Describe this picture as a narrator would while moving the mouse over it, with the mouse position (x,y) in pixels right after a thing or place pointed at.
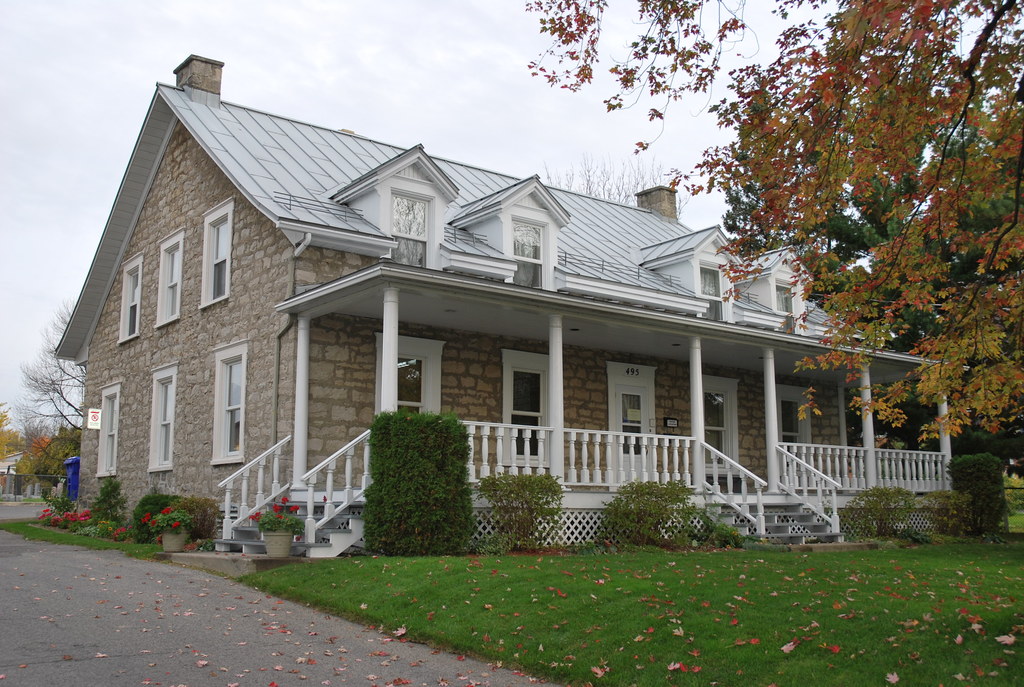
This picture is taken from the outside of the house (506,437). In this image, on the right side (980,66), we can see some trees (989,444) and plants (965,482). On the left side (145,528), we can also see a building (17,459), trees (51,436), plants (73,502) and a box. In the background (628,390), we can see a house (541,382), pillars (561,345), glass door (636,398), plants (375,535), flower pot (167,540), plant (162,524) with some flowers (172,516), which are in red in color, staircase (792,526). At the top (527,110), we can see a sky (455,68) which is cloudy, at the bottom (665,572), we can see a grass (625,590) and a road (153,613).
